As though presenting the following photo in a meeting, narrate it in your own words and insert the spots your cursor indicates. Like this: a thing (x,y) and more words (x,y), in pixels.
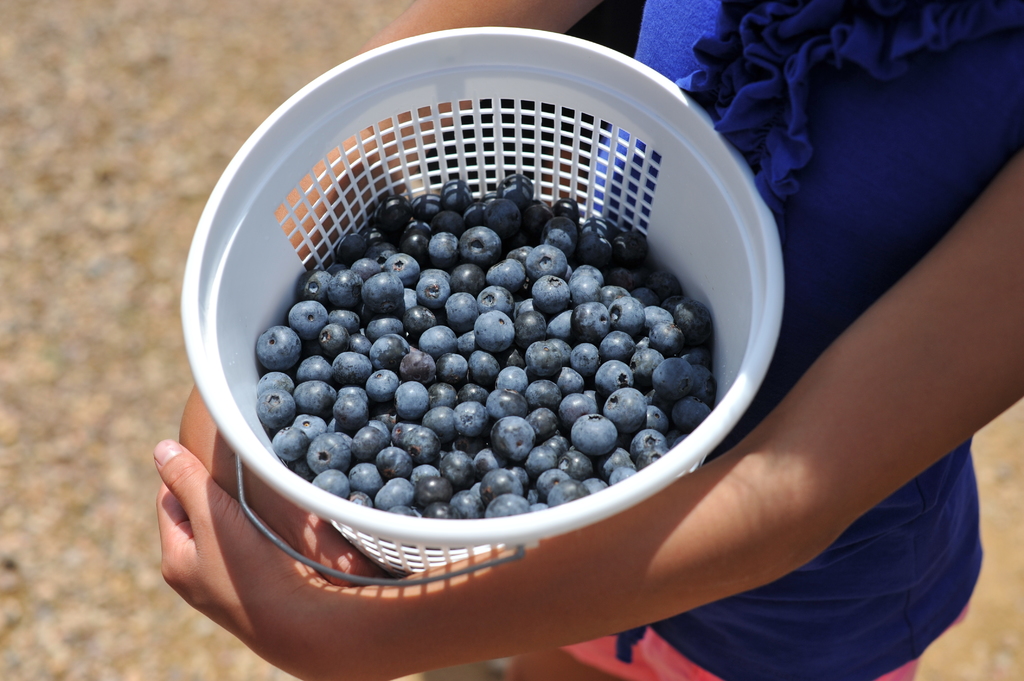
In this image we can see a girl (839,34) is holding a basket (698,448). She is wearing a blue color top (987,86). We can see blueberries (491,374) in the basket (643,479). In the background (83,665), we can see the land (133,548).
